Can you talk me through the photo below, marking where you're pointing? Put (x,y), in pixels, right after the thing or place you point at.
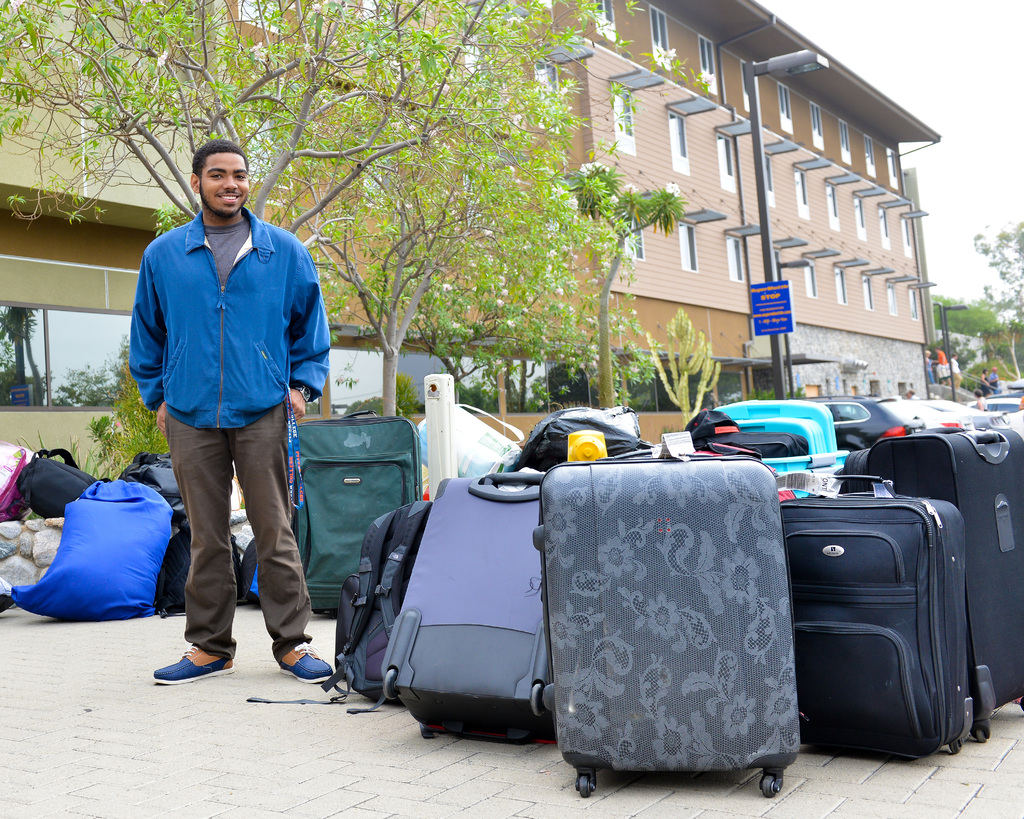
In this image there is one person (246,379) who is standing and he is wearing a blue jacket (230,313) and he is smiling and, on the right side (767,590) and left side (103,529) there are some luggage (175,490) and backpacks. Behind that person (290,326) there is one tree (329,106), and on the right side of the image (708,210) there is one building (717,238) and on the left side (106,147) also there is another building (22,278). In the middle of the image (345,364) there are some windows (120,358) of glass (375,376), and in the middle of the image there is one pole (757,107) and street light (786,61) and one board (775,284) is attached to that pole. And in the right side (980,309) there are some trees (981,303) and sky (937,161).
